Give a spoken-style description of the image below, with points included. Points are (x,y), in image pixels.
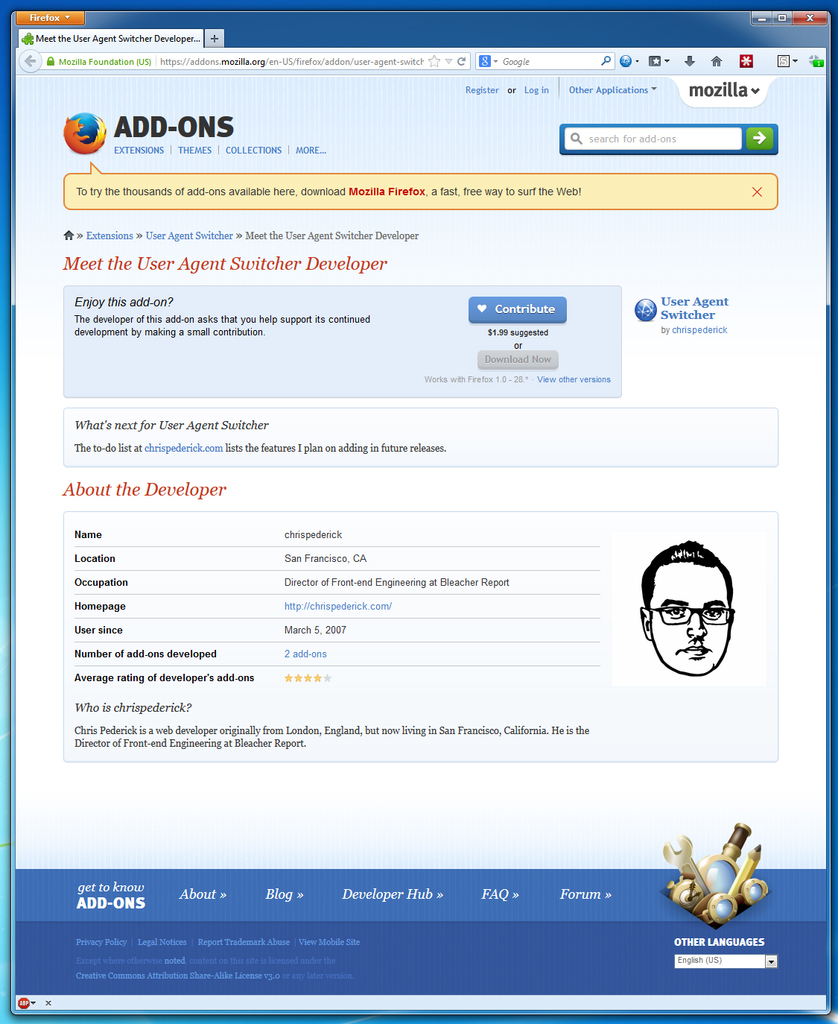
In this image, we can see a picture of a computer screen (837,940).
